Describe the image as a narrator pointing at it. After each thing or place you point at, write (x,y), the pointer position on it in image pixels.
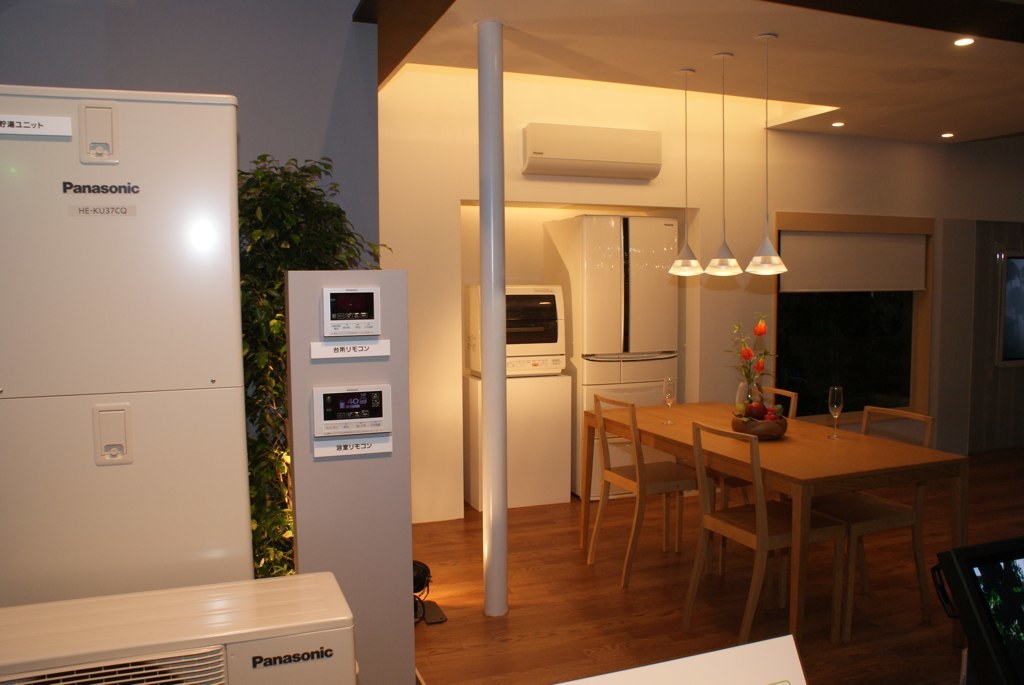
In this picture I can see refrigerators (655,328), chairs (762,466), table (906,469), wine glasses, house plant (334,186), lights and some other objects (116,416).
